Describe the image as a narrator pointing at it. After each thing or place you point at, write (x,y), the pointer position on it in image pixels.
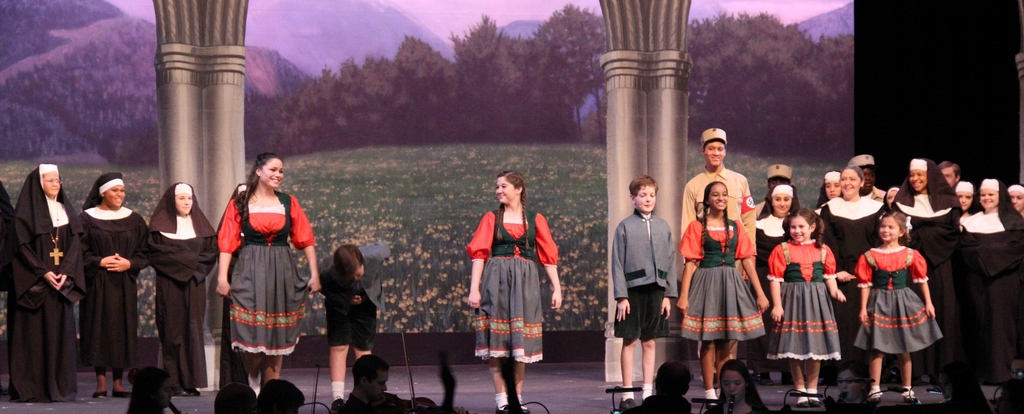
In this image there are group of people (304,244) and some children (716,268) who are standing on a stage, and in the background (325,158) there is a board (401,162). On the board (403,115) there are some trees (380,69), mountains (57,63) and grass (384,212) and pillars (181,144). At the bottom (860,378) there are some people (726,385) who are holding some musical instruments (179,411) and playing, and on the right side of the image (919,102) there is black background (960,117).
